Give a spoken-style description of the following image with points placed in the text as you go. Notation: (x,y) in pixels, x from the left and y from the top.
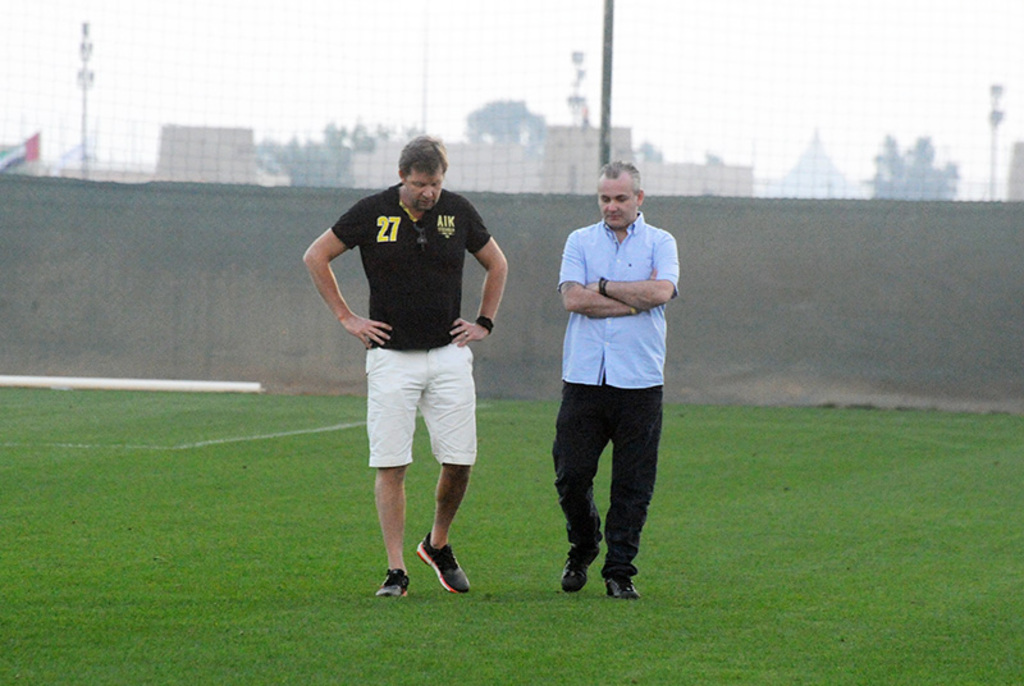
There is a person (461,257) in black color t-shirt (453,230) walking on the grass (387,612) on the ground (391,623) with other person (638,465) who is in blue color shirt (643,233) and is walking on the grass (600,604) on the ground (621,604). In the background (946,262), there is a gray color sheet (852,251) which is attached to the fencing (209,72). Through this fencing (561,138), we can see, there are buildings (545,144), trees (512,138), towers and the white sky (572,47).
